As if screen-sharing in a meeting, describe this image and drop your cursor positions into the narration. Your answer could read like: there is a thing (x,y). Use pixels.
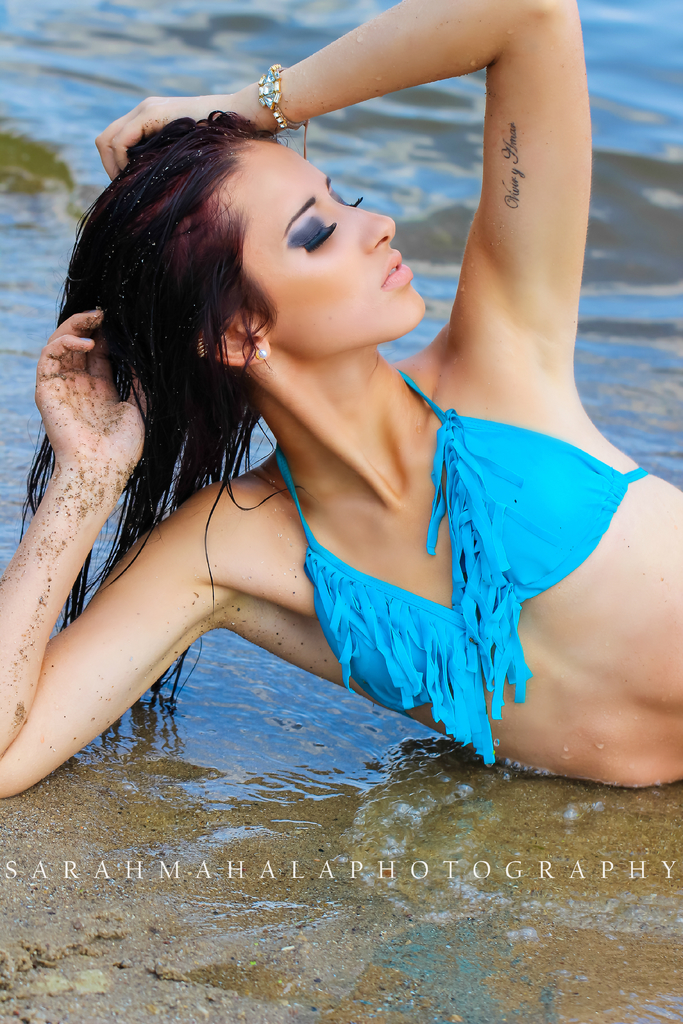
In this image, we can see a woman (358,590) lying on the water (436,775). In the background (627,72), we can see a water (431,201).
